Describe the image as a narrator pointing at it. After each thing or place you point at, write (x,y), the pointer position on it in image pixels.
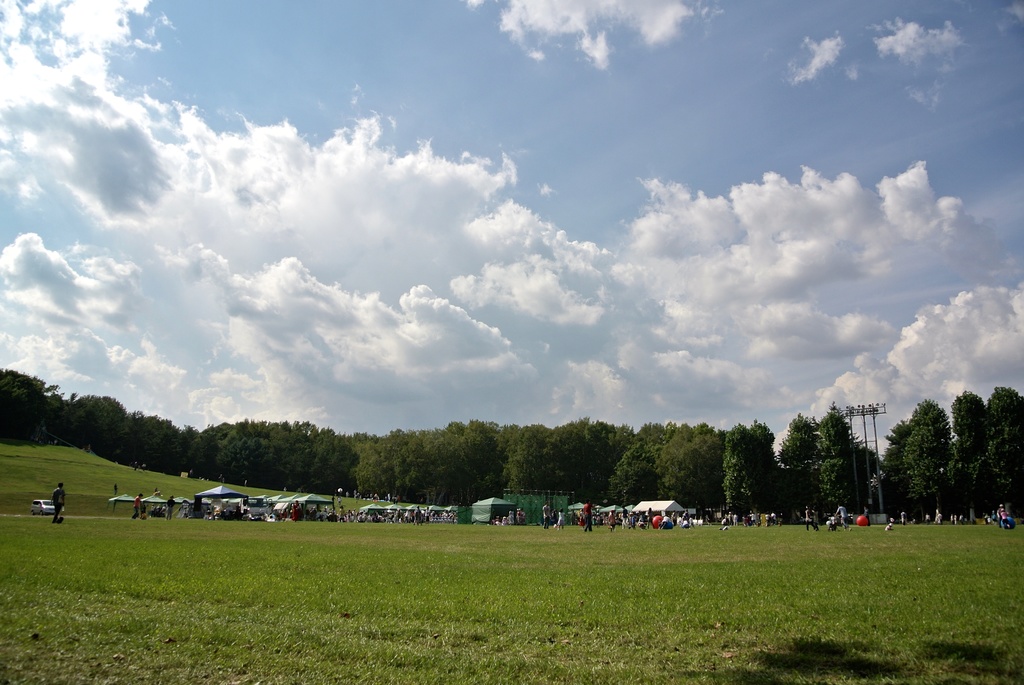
In this image we can see a group of people (388,514), some balls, tents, vehicles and some poles (882,474) on the ground (757,610). We can also see some grass (630,593), a group of trees (810,501) and the sky (513,352) which looks cloudy.
